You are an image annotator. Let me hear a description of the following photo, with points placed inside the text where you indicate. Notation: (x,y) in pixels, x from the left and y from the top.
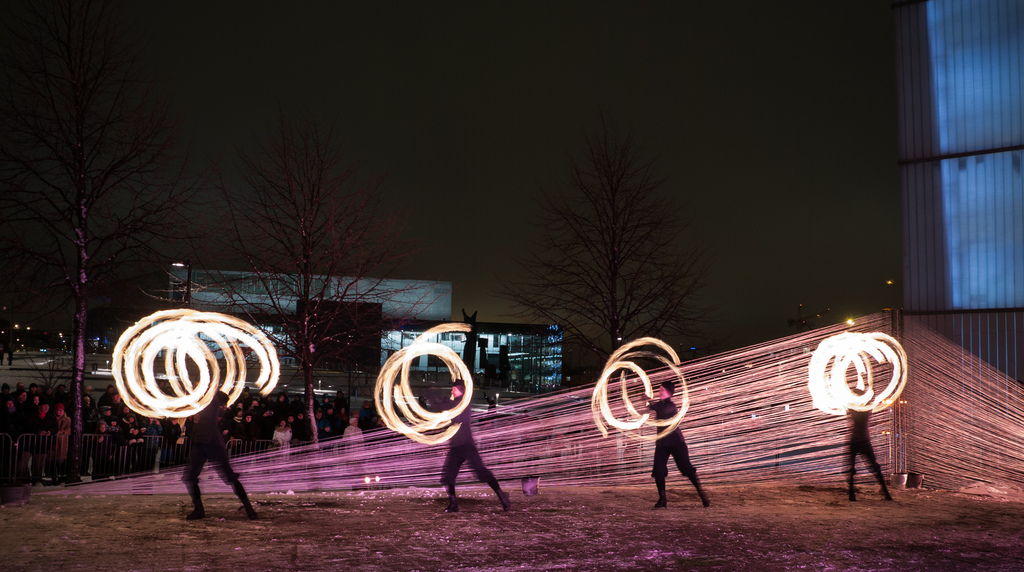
In the foreground of the picture (508,482) we can see people (862,432), soil (178,504), cables (944,446), pole (899,421), buckets (534,484) and other objects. The people (667,407) are doing something we can see light (265,374) around them. Towards left (270,422) in the middle (410,315) there are trees (242,306), people (191,421), railing (174,449), buildings (347,352) and other objects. On the right (1019,173) there is a building (924,100). At the top (420,76) it is sky (684,88).
